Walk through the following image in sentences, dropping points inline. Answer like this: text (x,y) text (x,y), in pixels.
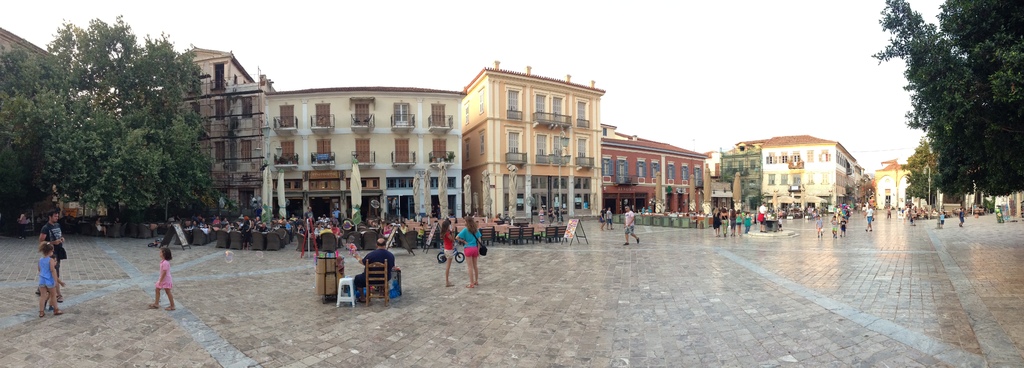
In this picture we can see chairs (380,283), wooden objects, bicycle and few other things (394,277) on the path (206,313). There are few people (350,228) sitting on the chair (367,283). We can see few buildings (574,132), street lights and poles (469,210) in the background (492,204). Three people (164,263) are visible on the left side (59,312).
